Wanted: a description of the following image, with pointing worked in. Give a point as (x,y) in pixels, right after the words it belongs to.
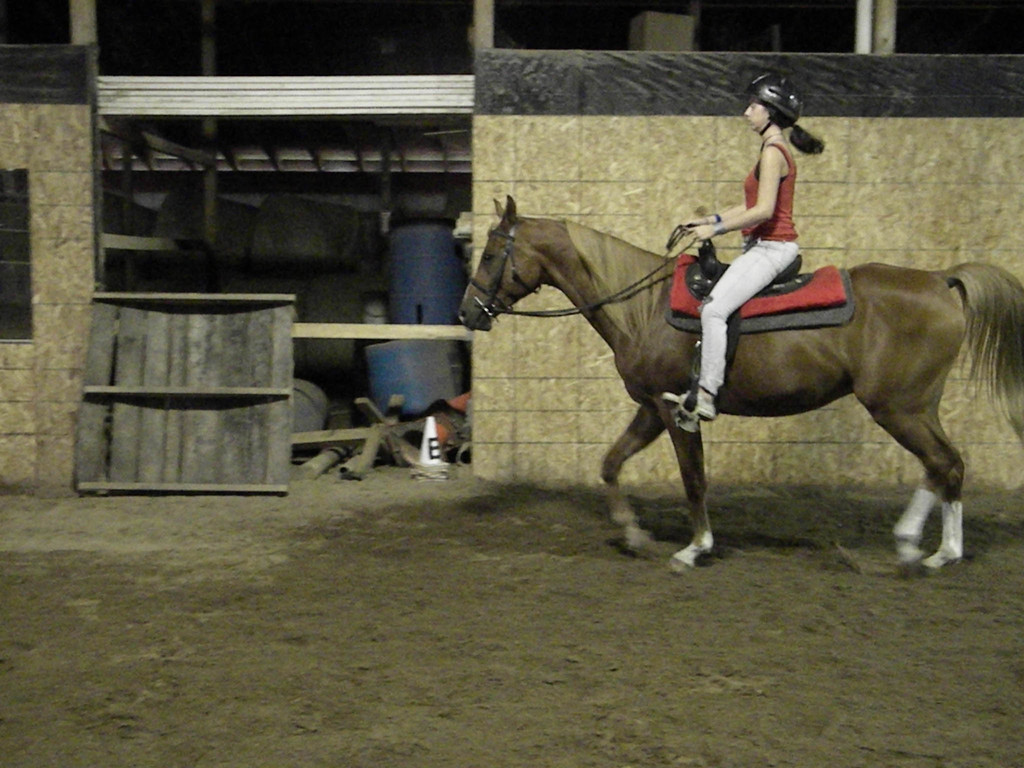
In this image on the right side (724,336) there is one woman (757,121) who is sitting on a horse (746,392) and riding, and in the background (280,422) there is a building (375,183), wooden board (257,408), drums (378,377), wooden sticks (328,454), poles (81,37) and some other objects (438,431). At the bottom (545,638) there is a walkway (390,633).
